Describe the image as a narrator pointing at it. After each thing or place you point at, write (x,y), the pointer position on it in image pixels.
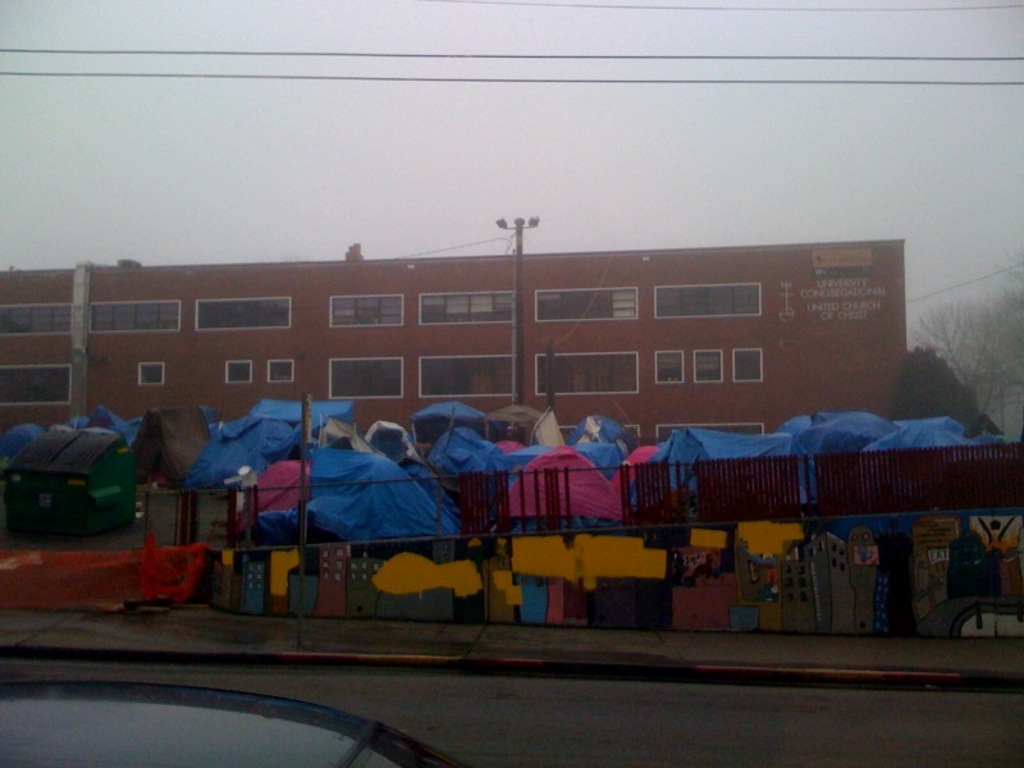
In this image there is a building (888,401) and tents (838,455). At the bottom (456,606) there is a wall (542,564) and a fence (642,509). We can see a vehicle (361,718) on the road (473,717). On the right (926,380) there are trees (931,367). In the background (640,152) there are wires (502,82) and sky (492,140).
